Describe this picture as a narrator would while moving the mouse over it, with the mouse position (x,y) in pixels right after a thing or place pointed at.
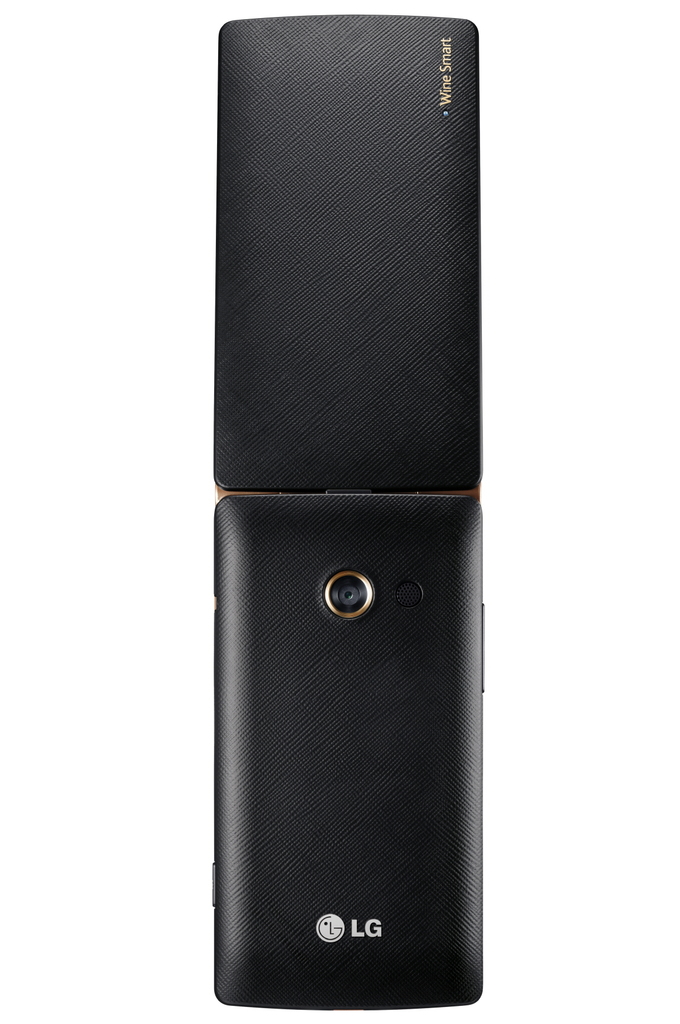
In this image there is a LG phone (315,556).
